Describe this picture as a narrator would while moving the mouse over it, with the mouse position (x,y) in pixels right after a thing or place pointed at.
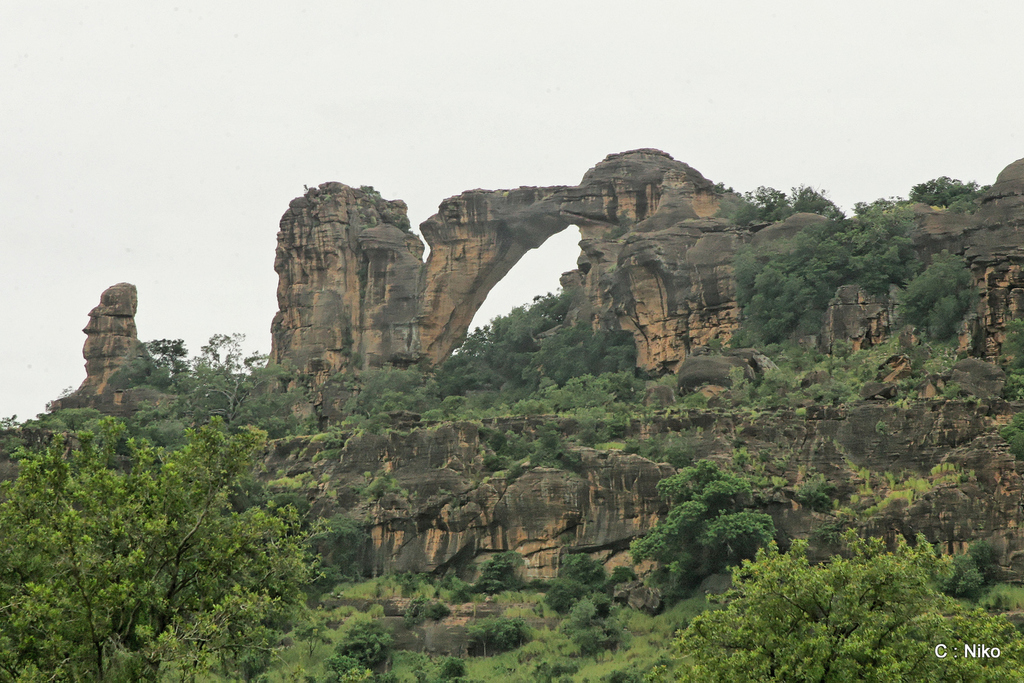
In the image we can see trees (74,454), plants (560,627) and grass (513,674). Here we can see the rocks (497,493), the sky (776,73) and on the bottom right (978,660) we can see the watermark (958,656).
